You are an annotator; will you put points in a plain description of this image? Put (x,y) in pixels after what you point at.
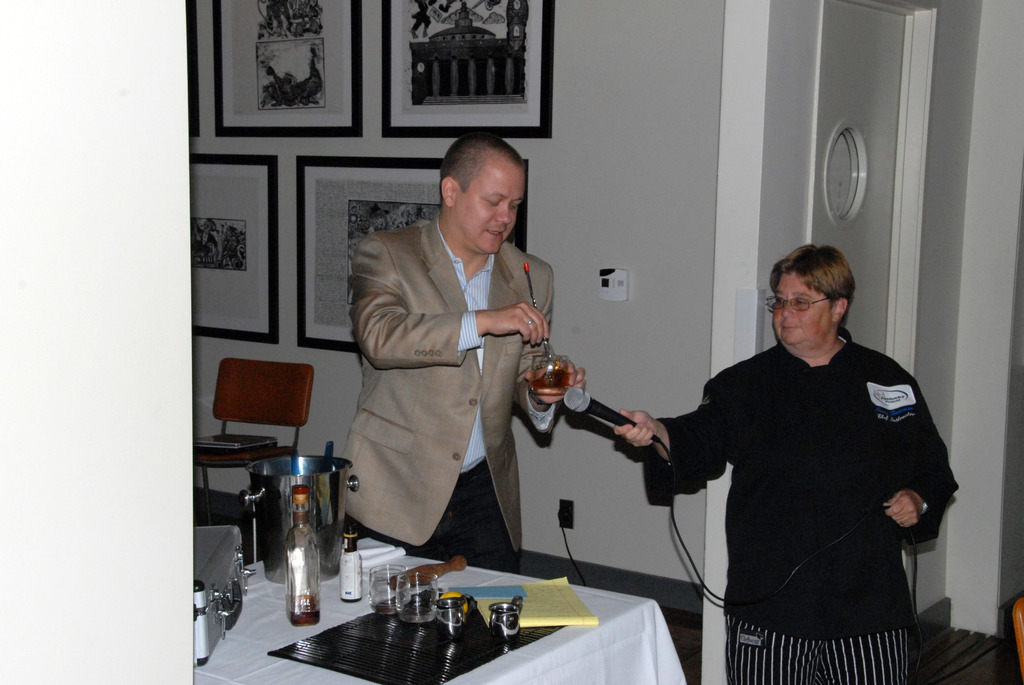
Here person (767,523) is holding microphone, this person (517,464) is holding an object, here there are photo frames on the wall (707,177), this is chair (293,426). Here there is bottle (300,578), glass (405,595), paper (551,612), bucket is present on the table (581,644).
